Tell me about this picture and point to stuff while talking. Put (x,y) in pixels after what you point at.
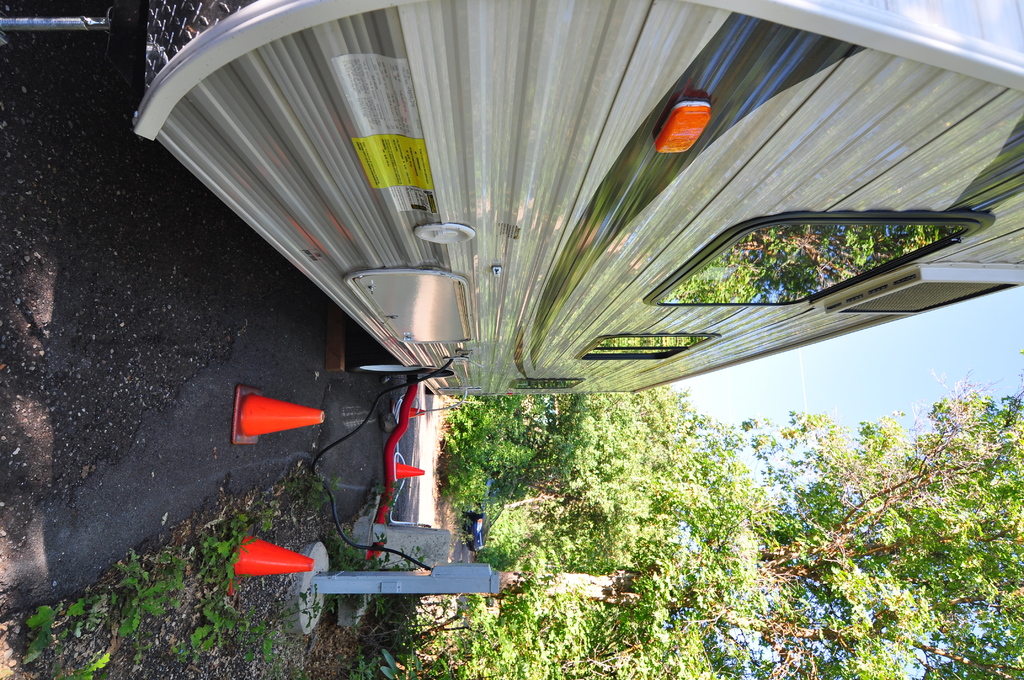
In this picture there is a van (699,43) at the top side of the image (419,162) and there are trees (711,473) and traffic cones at the bottom side of the image (535,460).
